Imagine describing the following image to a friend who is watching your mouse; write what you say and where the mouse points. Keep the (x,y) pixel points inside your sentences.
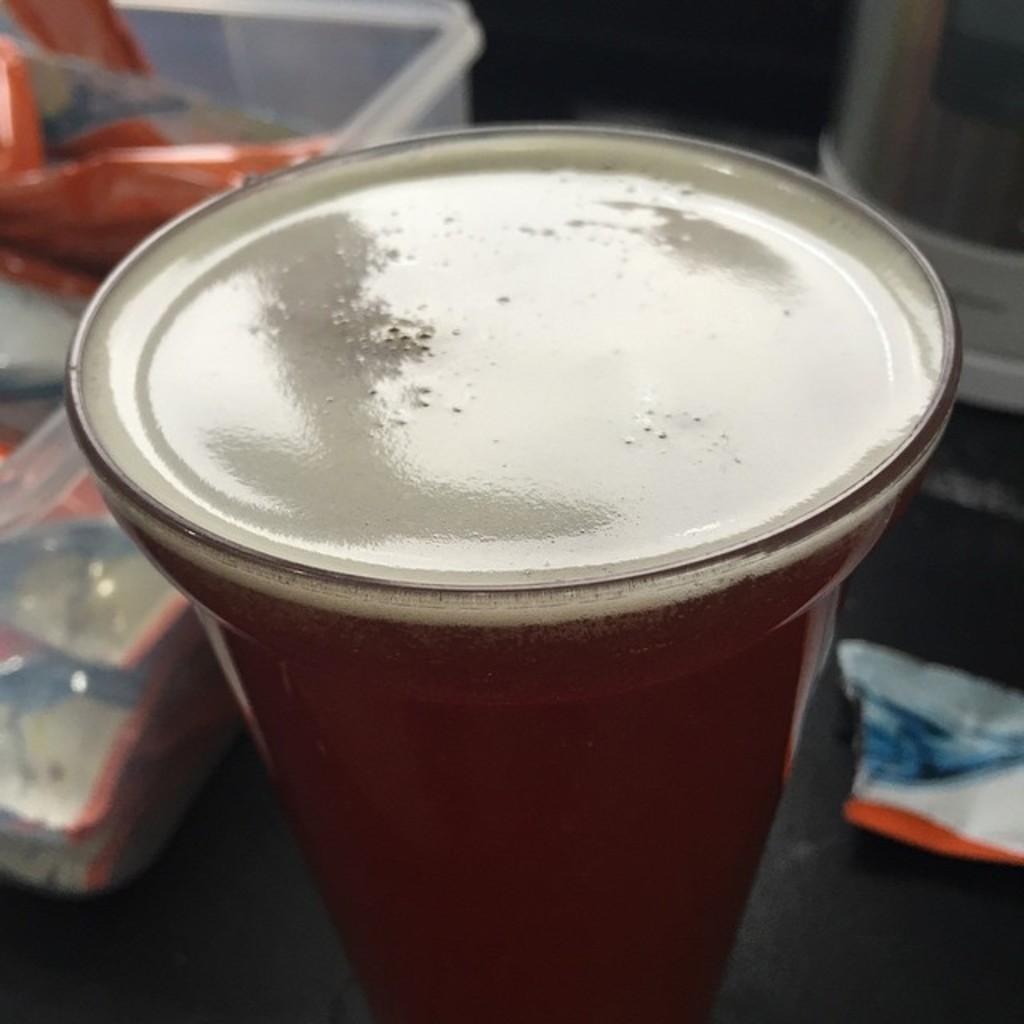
In this image I can see the glass (265,701). In the glass (338,580) I can see the liquid (648,715). Background (175,28) I can see the box (296,81).
